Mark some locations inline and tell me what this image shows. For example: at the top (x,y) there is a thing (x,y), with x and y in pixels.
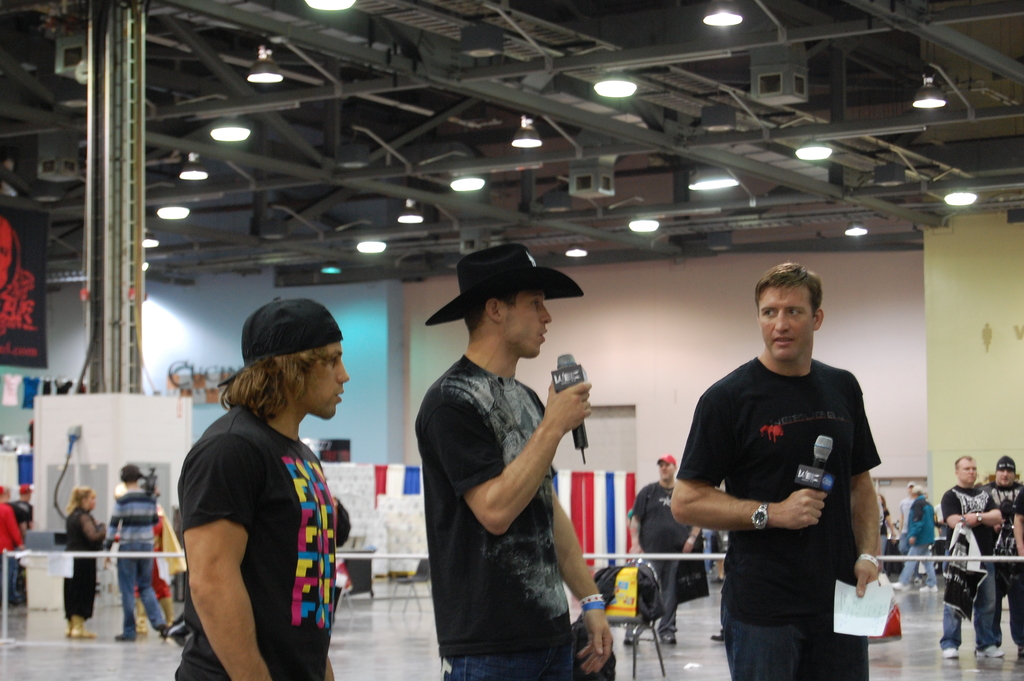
Here we can see three persons (820,384) and two of them are holding mike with their hands (803,503). This is floor (112,631). In the background (50,515) we can see few persons (977,508), boards (10,329), lights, and wall (643,297).
